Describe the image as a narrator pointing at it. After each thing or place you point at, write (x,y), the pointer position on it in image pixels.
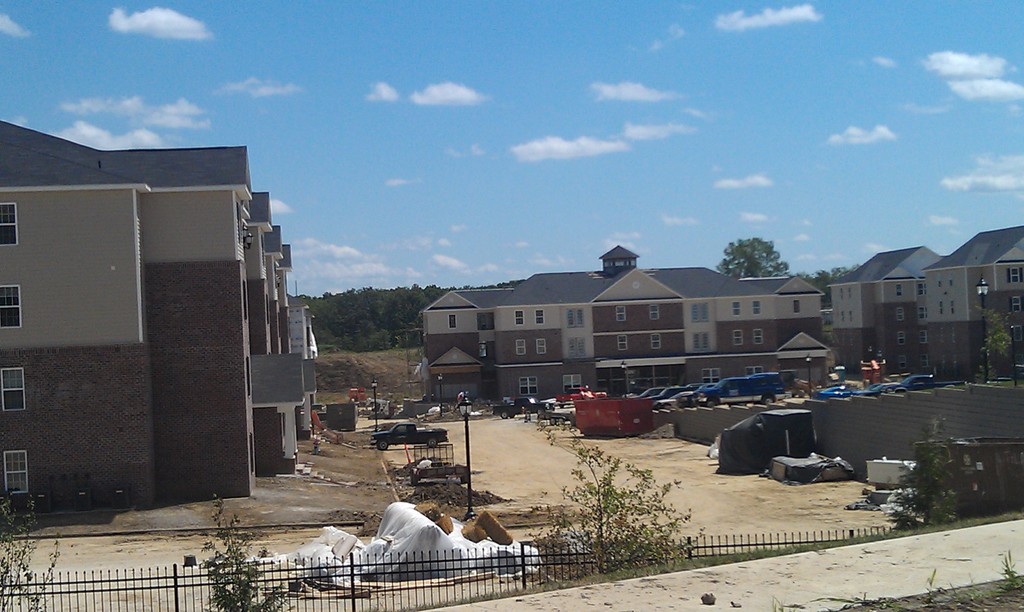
This is an outside view. At the bottom (365,578) there is a fencing (352,587) and few plants (249,585). In the middle of the image (556,397) there are many vehicles (668,404) on the ground (513,432) and also I can see the buildings (522,327). In the background (356,308) there are some trees (379,306). At the top of the image (505,93) I can see the sky (655,163) and clouds (430,96).
